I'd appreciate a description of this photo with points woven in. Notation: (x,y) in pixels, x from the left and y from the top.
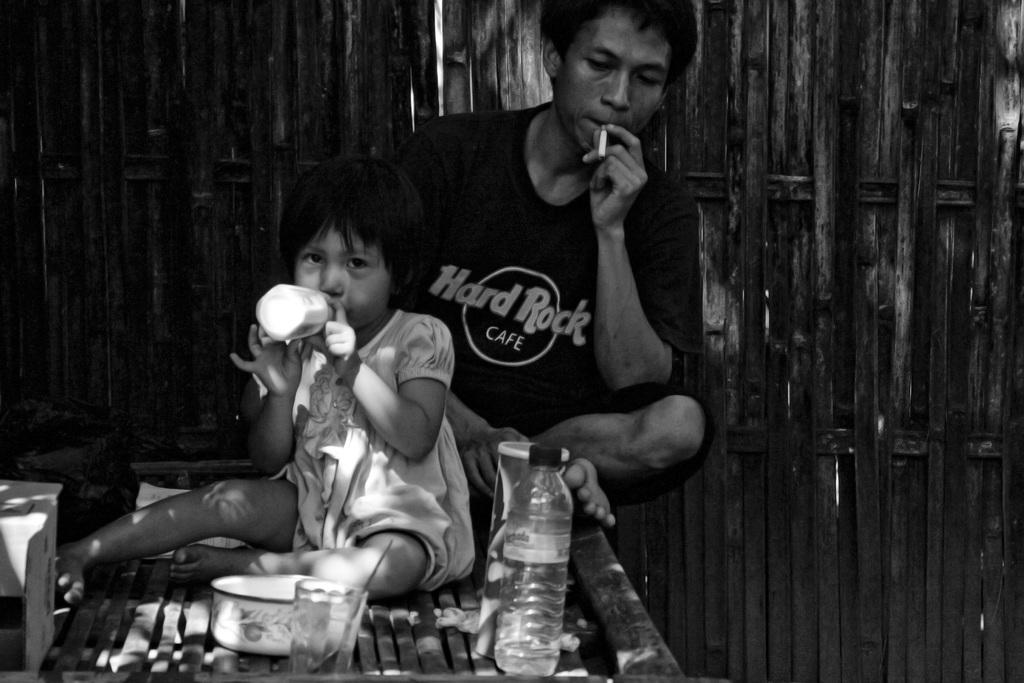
This is a black and white image, where we can find 2 people (504,272) in the middle of the image (488,280) one is a man (547,285) and other one is a girl (322,457). They are sitting on a table (405,599). On the table (208,590) on the bottom side (353,631) there is a glass (342,644), water bottle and a vessel (222,630). The girl (303,560) is drinking something. The man (558,247) is using cigar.
